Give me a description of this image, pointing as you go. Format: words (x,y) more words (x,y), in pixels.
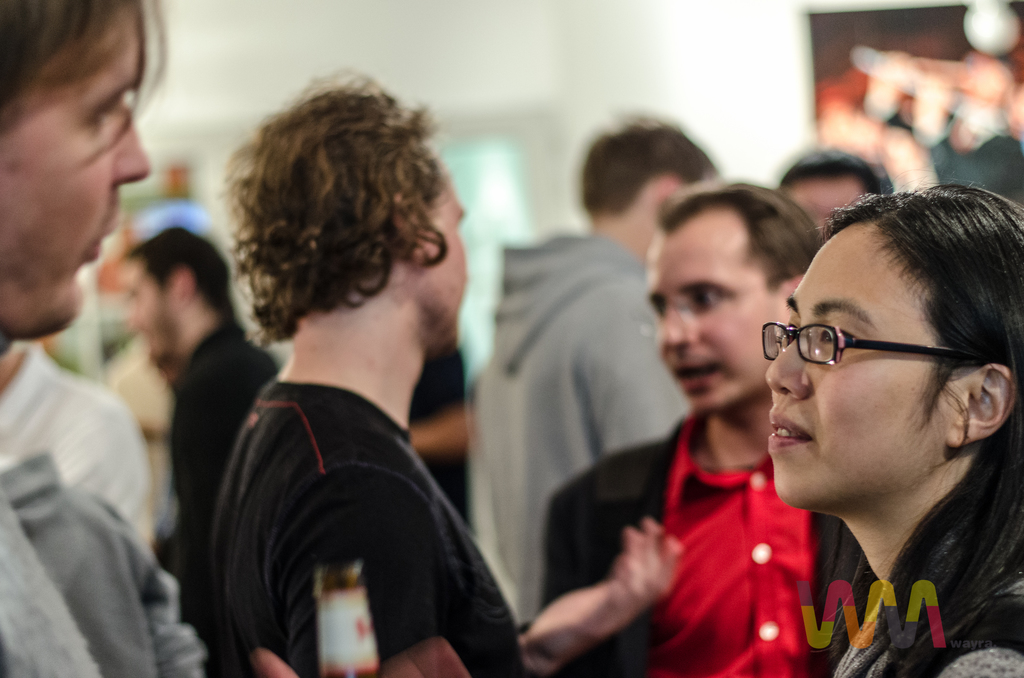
In this image there are a group of people (843,364) who are standing and they are talking with each other, in the background (200,139) there is a wall (639,74) and some other objects (858,78).
